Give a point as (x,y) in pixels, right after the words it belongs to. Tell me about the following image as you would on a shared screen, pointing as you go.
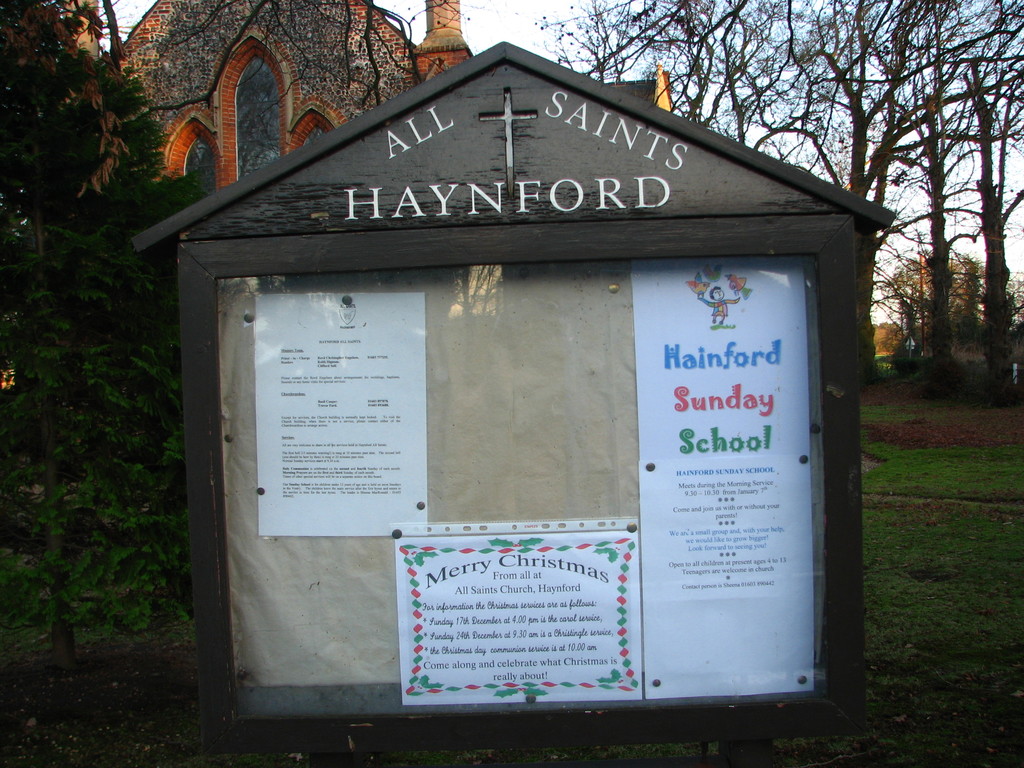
In the picture I can see a building (292,65), trees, grass (978,588), the sky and some other objects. I can also see a board (698,248) which has some papers (558,536) attached to it.
